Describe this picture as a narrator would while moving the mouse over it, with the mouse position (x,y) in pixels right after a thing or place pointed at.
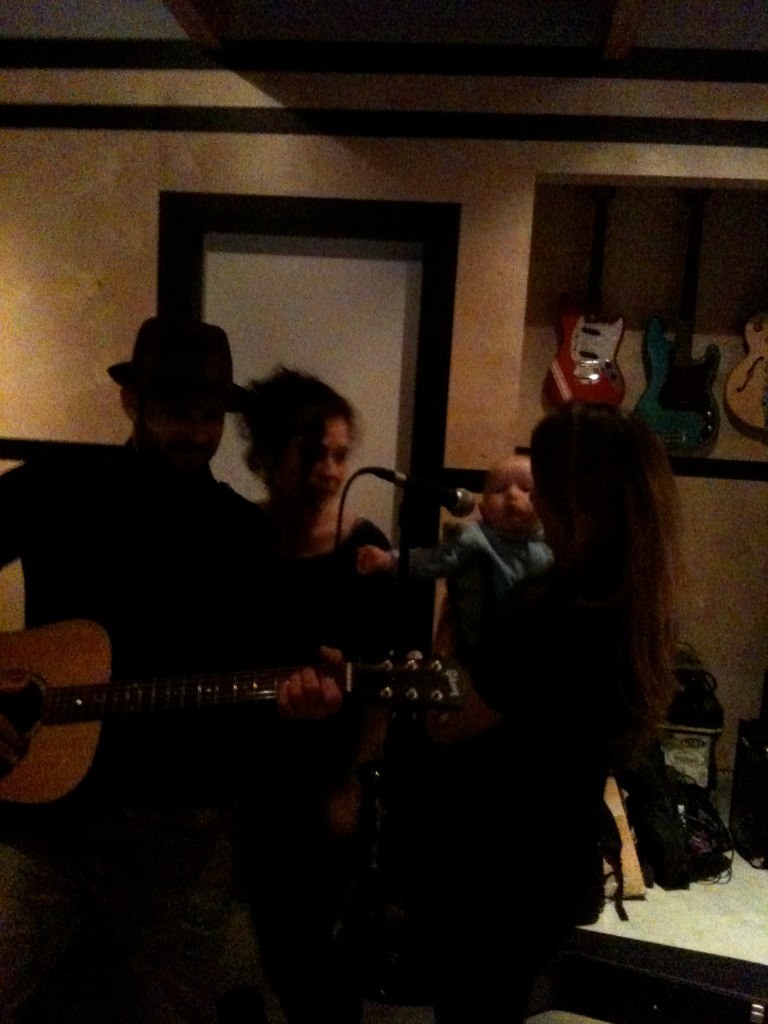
In this picture there is a man (148,434) wearing a hat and playing guitar (195,696) in his hands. There are women (625,569) standing near a microphone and a stand (377,868). There is a kid (504,539) in one of the woman's hand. In the background (619,395) there are some guitars (608,334) placed in the shelf (578,307) and a wall (115,203) here.
